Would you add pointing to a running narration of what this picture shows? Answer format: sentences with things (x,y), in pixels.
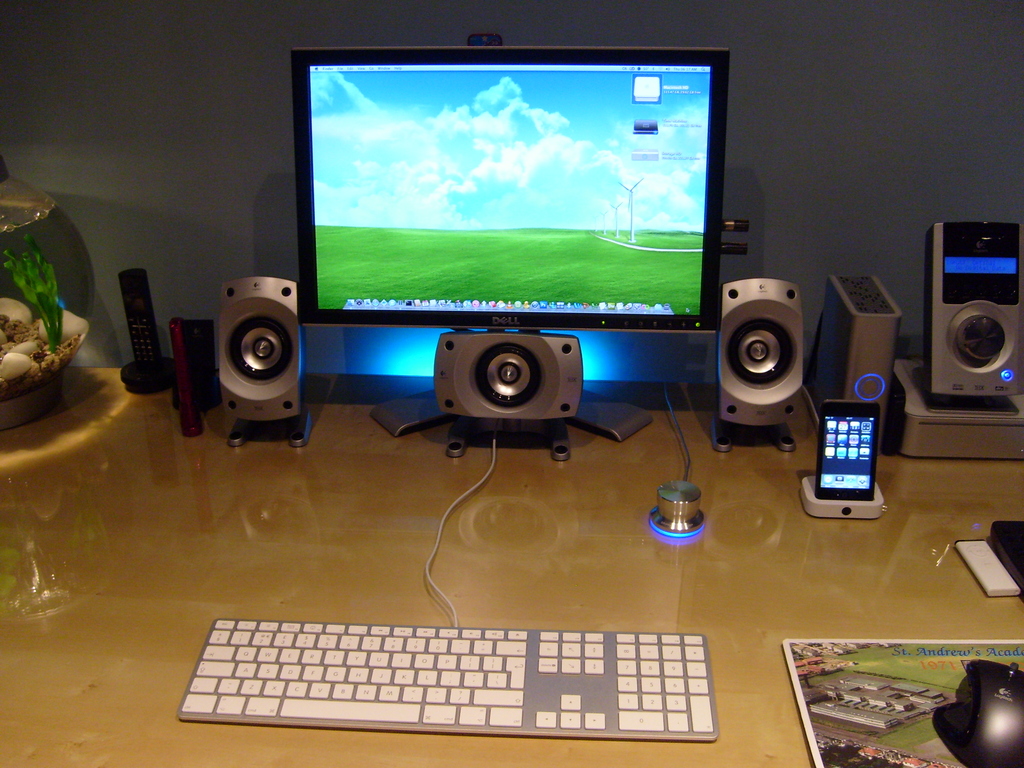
It's a monitor (451,244) in the middle, keyboard (342,723) water pot (51,355) in the left side (46,274).
